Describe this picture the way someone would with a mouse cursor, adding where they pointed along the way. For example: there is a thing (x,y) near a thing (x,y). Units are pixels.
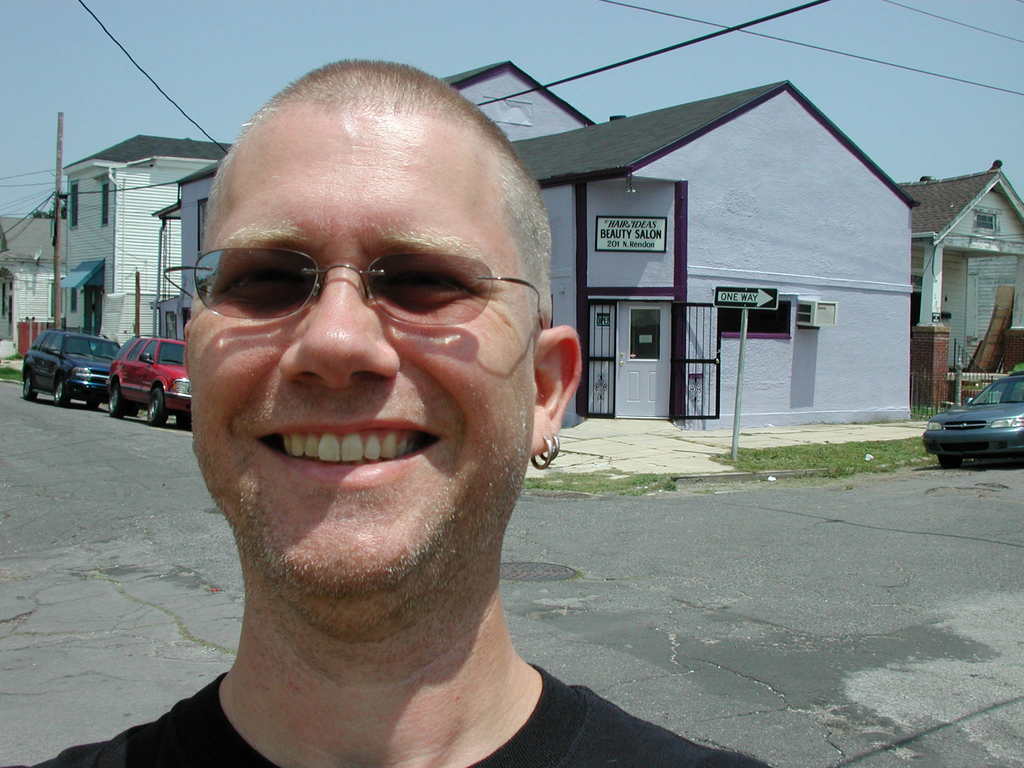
In the image a man (416,106) is standing and smiling. Behind him there are some vehicles (79,333) and buildings (1020,235) and poles (58,303) and sign boards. At the top of the image (71,15) there are some wires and sky (29,51).
